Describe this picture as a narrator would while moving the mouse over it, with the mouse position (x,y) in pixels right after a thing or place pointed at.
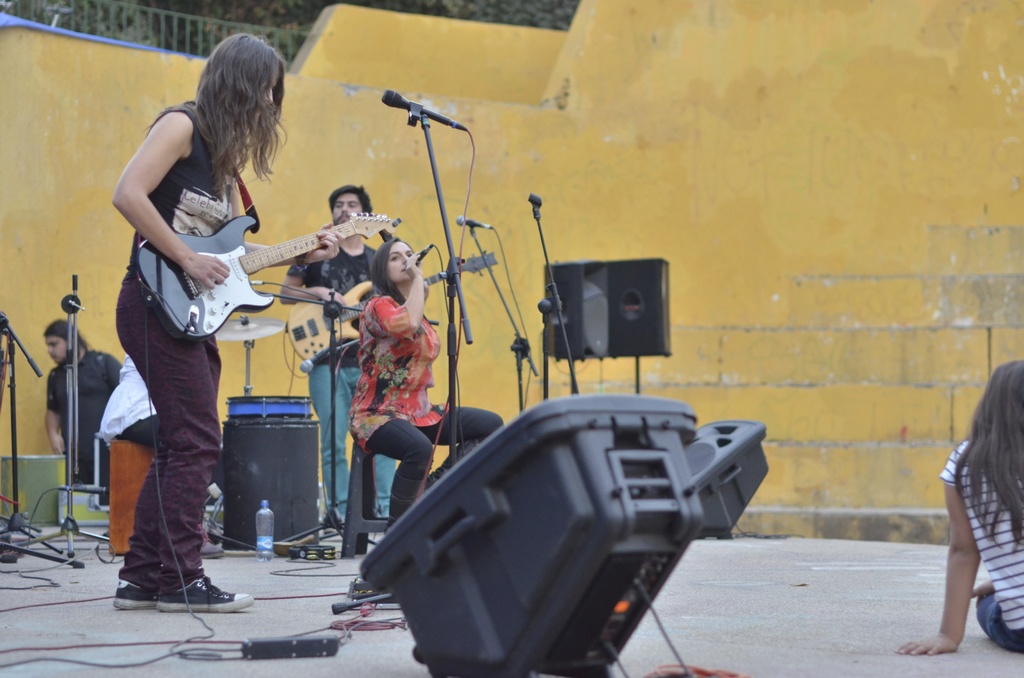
In this image I can see a woman (246,57) is standing and holding a guitar (269,298). I can also few more people (378,277) where she is sitting and holding a mic (433,246) and here a man (344,359) with guitar (303,337). Here I can see few mics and few speakers (603,566). I can see one more person (1019,396).
